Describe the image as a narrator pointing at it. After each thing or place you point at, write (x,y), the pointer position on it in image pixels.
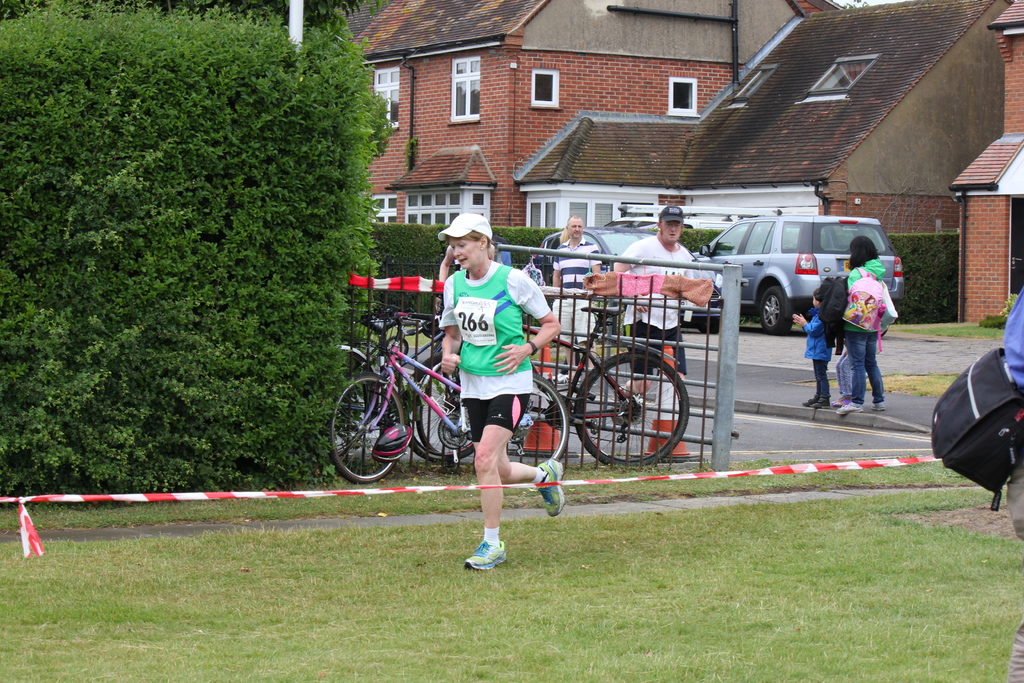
In this image I can see buildings (476,23). There are few people (568,355) and there are bushes (197,121). There are bicycles (628,445) and there are other vehicles (722,243). Also there is a pole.
